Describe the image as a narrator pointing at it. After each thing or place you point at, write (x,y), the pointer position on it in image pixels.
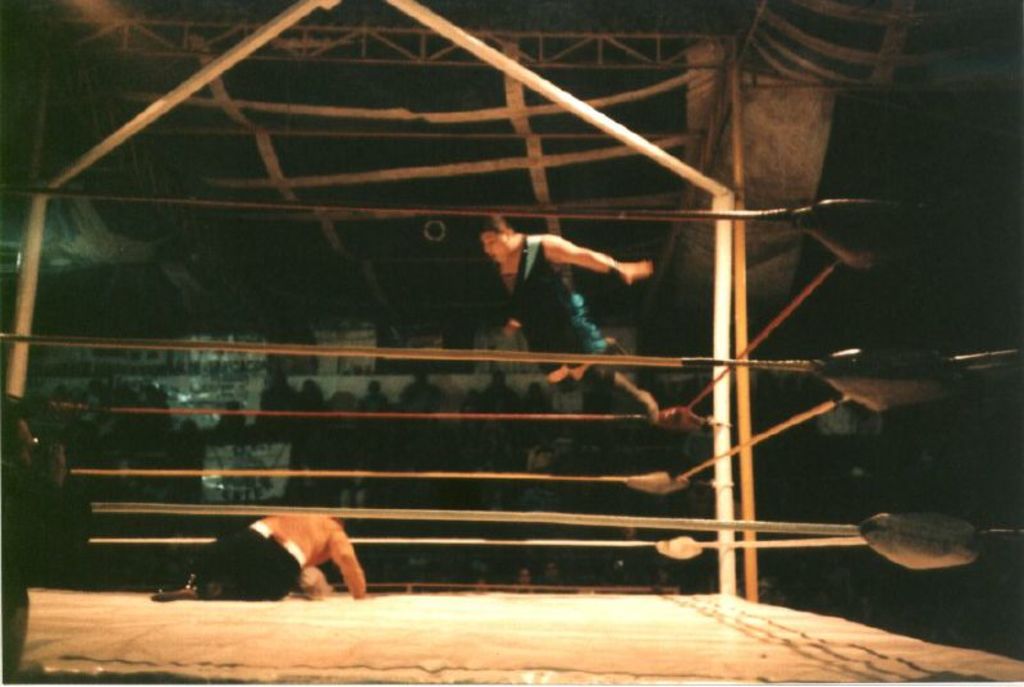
In this image I can see there are two persons (299,551) in the wrestling ring (785,539) and there are a few audience (81,434) sitting in the backdrop (324,464). There are metal rods (507,47) attached to the ceiling (200,229).
